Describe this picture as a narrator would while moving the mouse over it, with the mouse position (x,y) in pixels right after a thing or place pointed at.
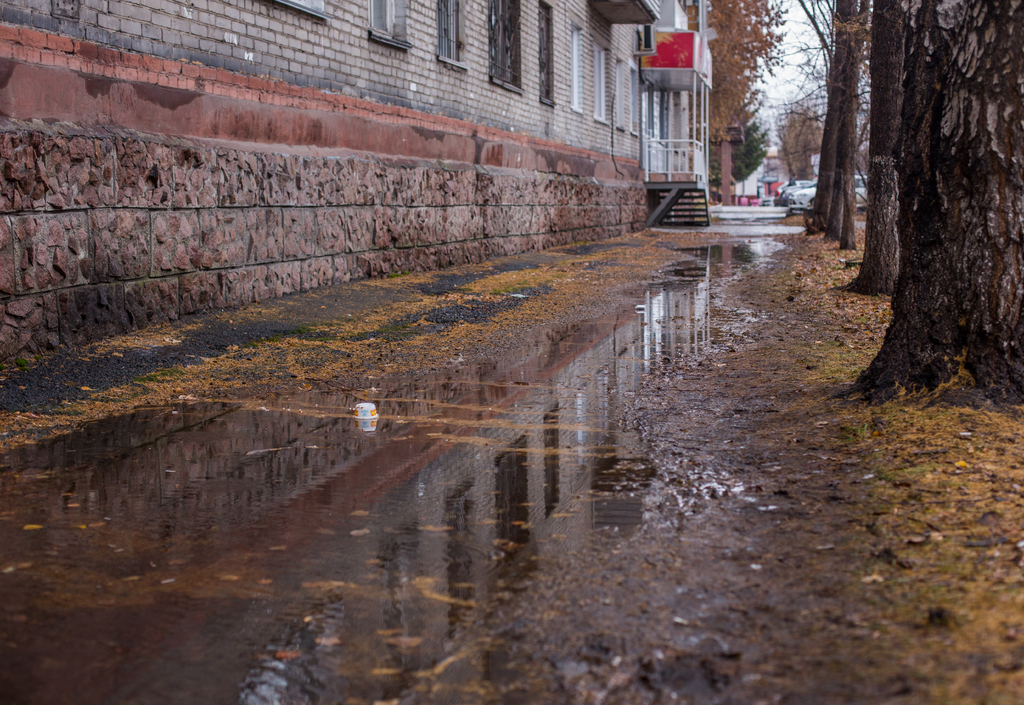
In this image I can see the ground (772,518), few trees (1001,190), some water (632,317) on the ground (497,410), a building (381,166), few windows (382,16) of the building (508,47), few stairs (663,201), few vehicles (801,194) on the road (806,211) and in the background (762,135) I can see few trees (802,107) and the sky (800,52).
